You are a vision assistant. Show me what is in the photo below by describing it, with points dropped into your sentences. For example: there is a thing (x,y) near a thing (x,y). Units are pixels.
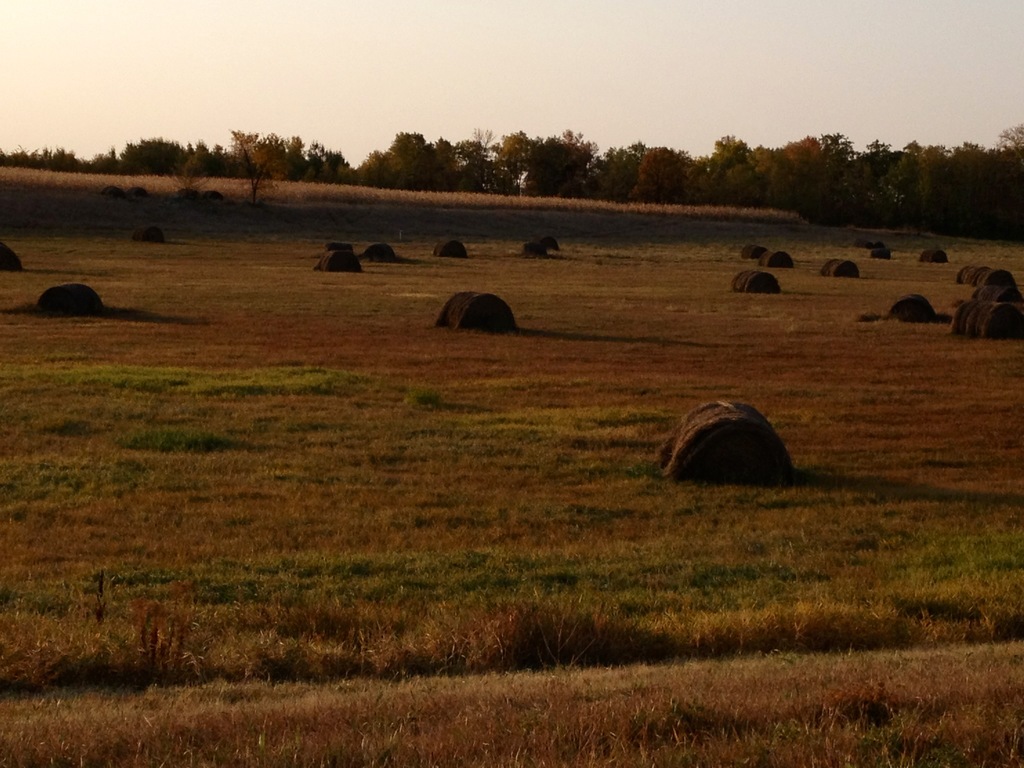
In the center of the image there are many hay bales (471,315). In the background of the image (765,168) there are trees (284,172). At the bottom of the image (478,682) there is grass (546,549).
